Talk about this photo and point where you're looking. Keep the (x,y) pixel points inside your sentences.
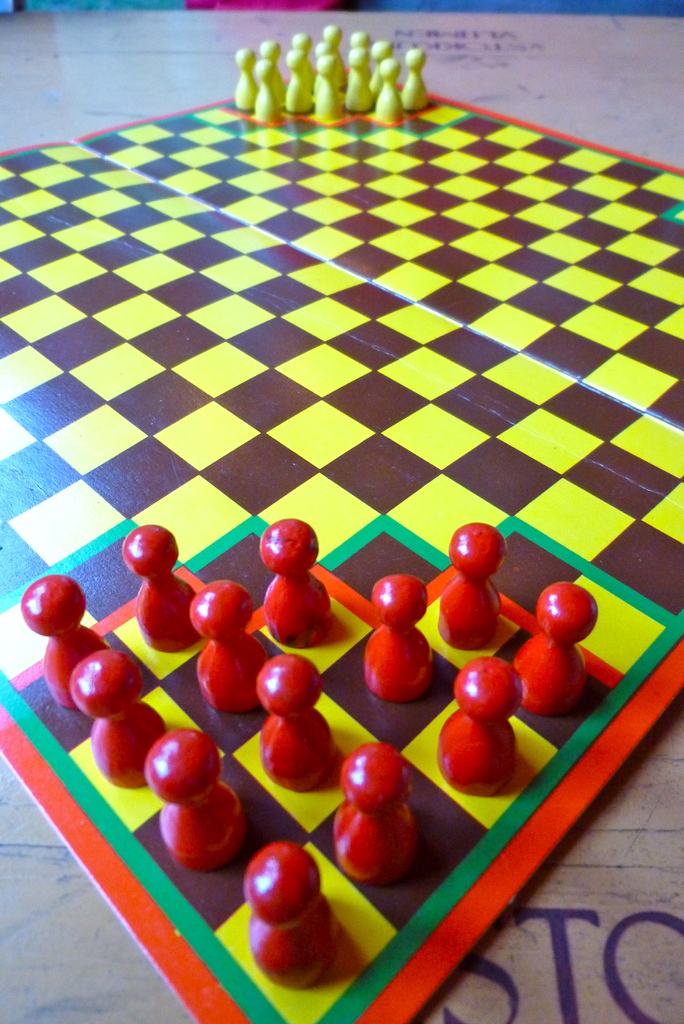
In the picture we can see a chess board (553,755) with red and yellow coins (317,755).
